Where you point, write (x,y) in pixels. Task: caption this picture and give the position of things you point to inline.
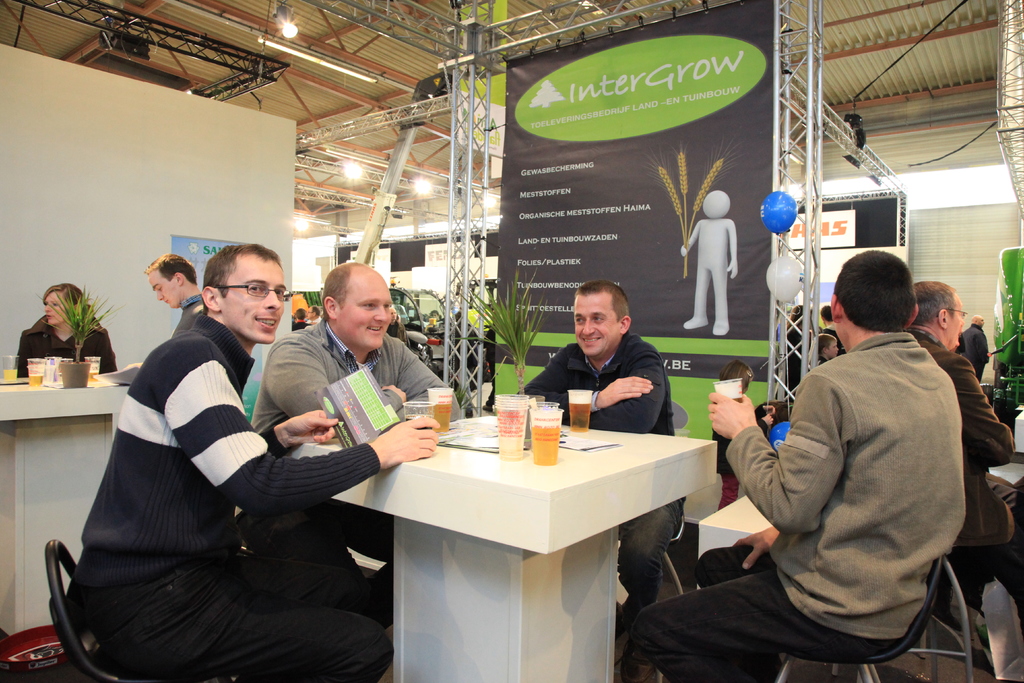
In this picture there are some friends (326,464) sitting around the square table (479,465) in the exhibition. Behind there is a green and black colored rolling poster (530,177). On the top ceiling (376,157) there is a shed (844,79) and metal frames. On the left corner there is a woman (64,351) sitting on the table (63,390) and looking at the left side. Behind there is a white banner wall (101,192).
